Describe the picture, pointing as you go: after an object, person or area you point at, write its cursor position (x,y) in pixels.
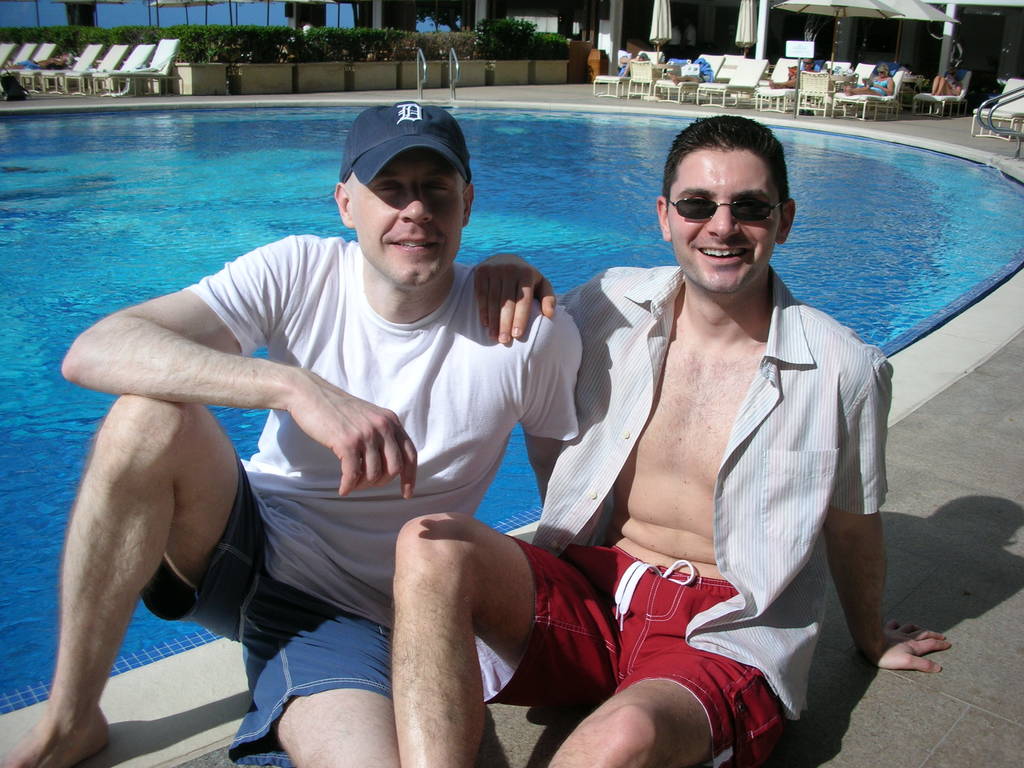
In this picture we can able to see two persons (685,523) sitting on floor (933,614). This man (791,574) wore goggles (714,208), red short (628,671) and white shirt (753,580). This man (409,428) wore cap (377,147), white T-shirt (404,376) and blue short (306,647). This man (639,505) kept his hand (500,297) on the beside man shoulder (460,310) and kept other hand (910,661) on the floor (950,676). We can able to see swimming pool (155,194). This are plants (281,58) in pot (264,75). There are chairs (716,75) and persons (880,76) lying on chair (745,86). There is an umbrella (900,14).
